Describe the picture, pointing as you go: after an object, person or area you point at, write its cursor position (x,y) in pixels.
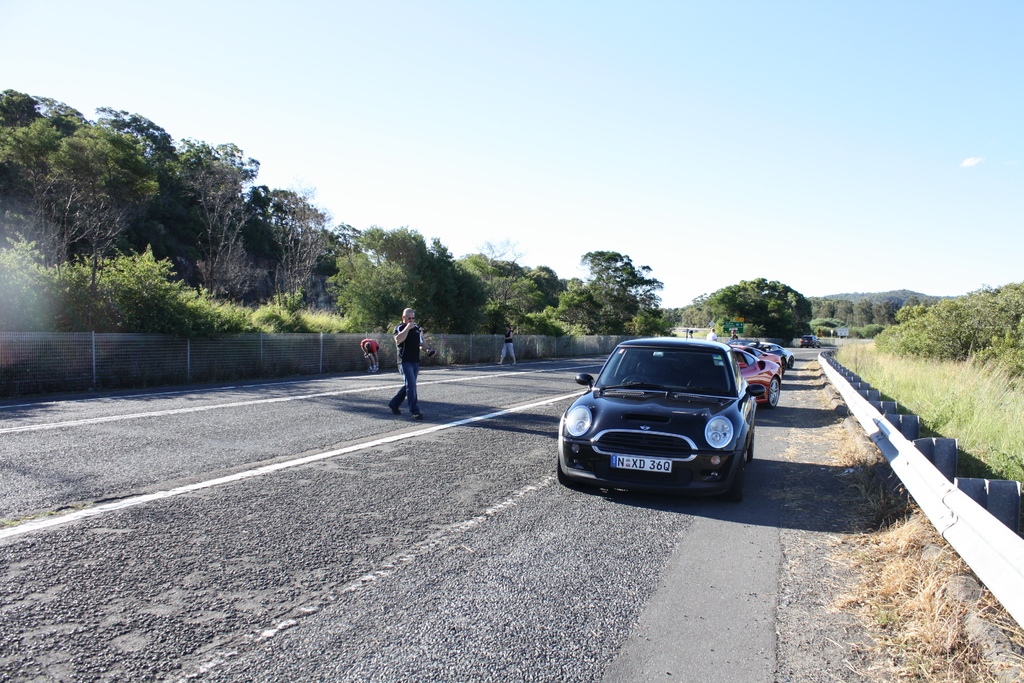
In this picture we can observe some cars (724,390) on the road (567,542). We can observe black color car (612,439). There are some people (418,407) walking on the road (456,377). On the left side of the road (239,410) we can observe a fence (313,353). There are some trees (460,291) and grass (928,382) on the ground (948,398). In the background (720,183) there is a sky (723,172).
